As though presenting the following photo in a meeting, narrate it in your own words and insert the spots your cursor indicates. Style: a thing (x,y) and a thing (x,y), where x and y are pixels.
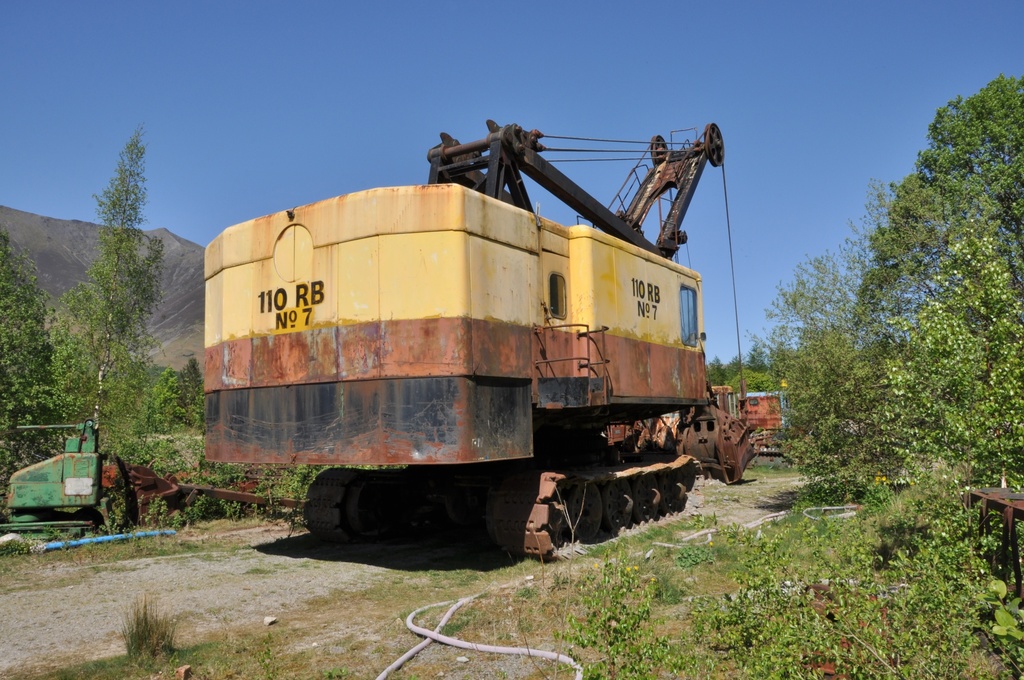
In this picture we can see vehicles (394,322) and other objects (1008,508). We can see grass (124,659), plants (605,584), trees (753,362) and the sky (753,195).
